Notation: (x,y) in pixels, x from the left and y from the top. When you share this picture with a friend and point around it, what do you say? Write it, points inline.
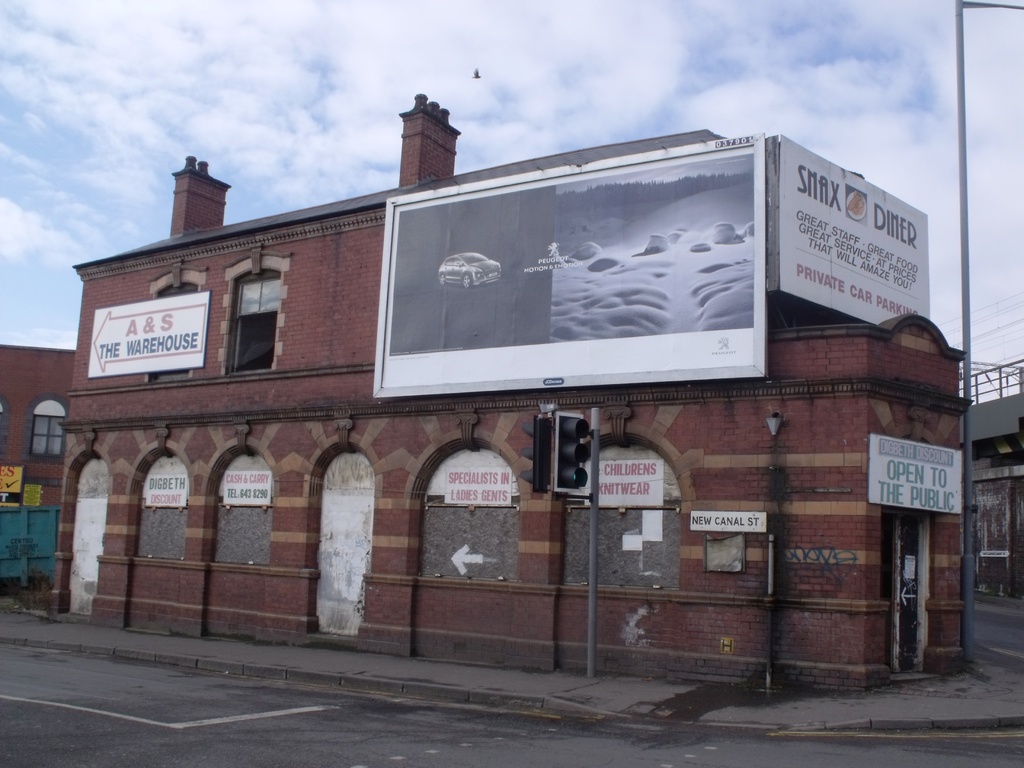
There is a building (419,414), it a discount warehouse (803,437) and there are some posters (560,247) stick in front of the building (677,427) and on the footpath (762,707) there is a traffic signal pole (575,442) and in the background (593,53) there is a sky (424,39) and clouds (242,118).
